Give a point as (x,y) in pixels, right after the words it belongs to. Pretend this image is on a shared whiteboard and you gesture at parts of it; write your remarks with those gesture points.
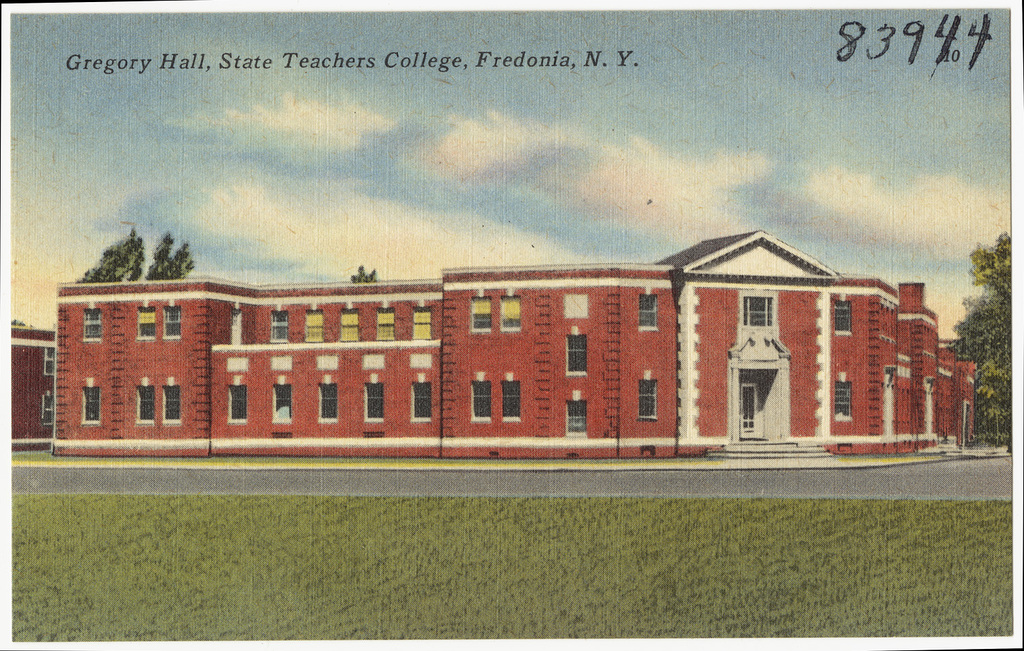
This image is a poster. In this image there is a building (426,372) with windows (578,369) and doors (744,410). At the bottom of the image (480,561) there is grass (720,545) and road (197,470). There are trees (1007,258). At the top of the image (430,58) there is text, sky (455,185) and clouds (322,190).
